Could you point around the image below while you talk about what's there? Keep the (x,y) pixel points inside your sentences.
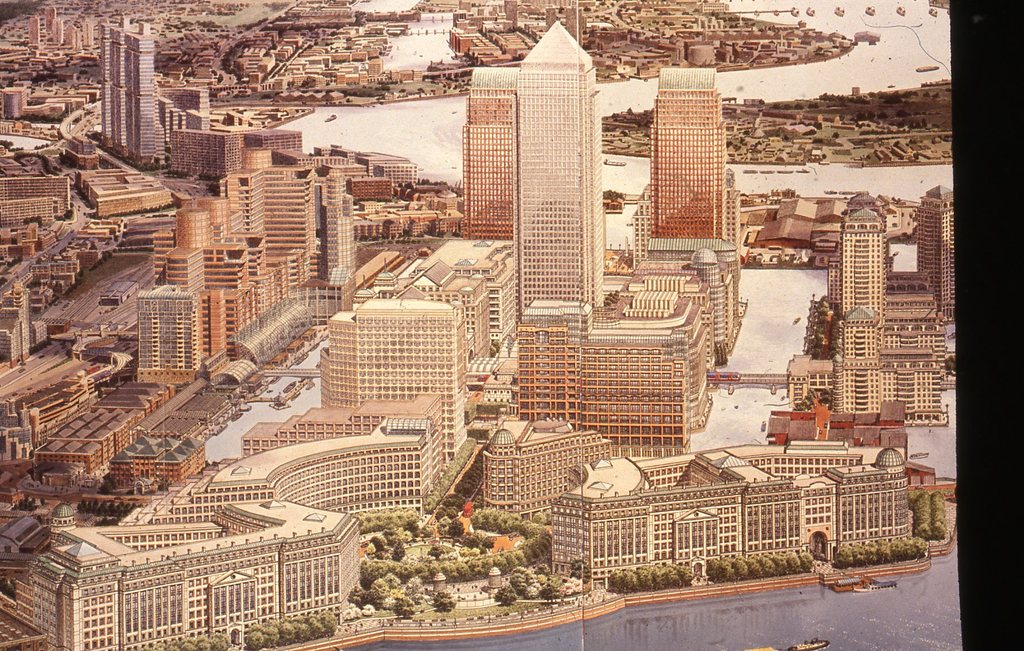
In the image we can see there are many building (254,334) and trees (508,573). There is a boat (822,643) in the water (902,628).
